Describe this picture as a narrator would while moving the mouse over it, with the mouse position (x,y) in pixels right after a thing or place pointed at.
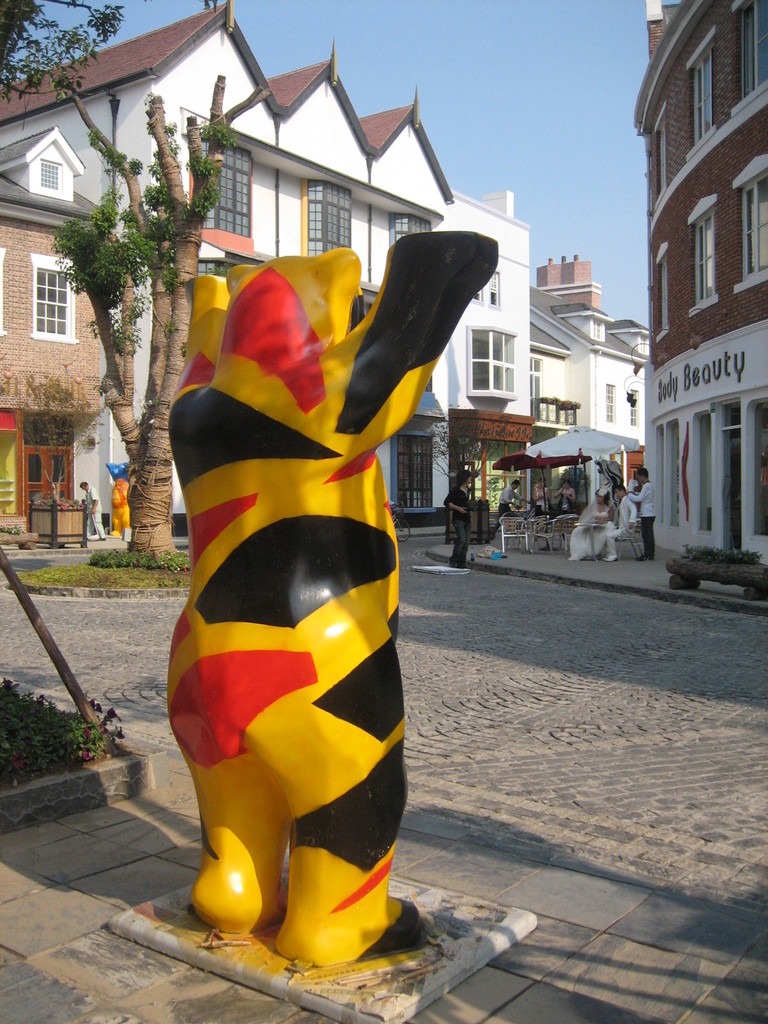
Here I can see a statue (266,831) on the footpath (40,945). In the background (541,297) there are few buildings (757,254) and trees (102,223). On the right side (588,507) there are few people (507,488) sitting on the chairs (576,514) under the tent (562,451). In the middle of the image (466,664) I can see the road (565,699). At the top (522,65), I can see the sky (504,49).
